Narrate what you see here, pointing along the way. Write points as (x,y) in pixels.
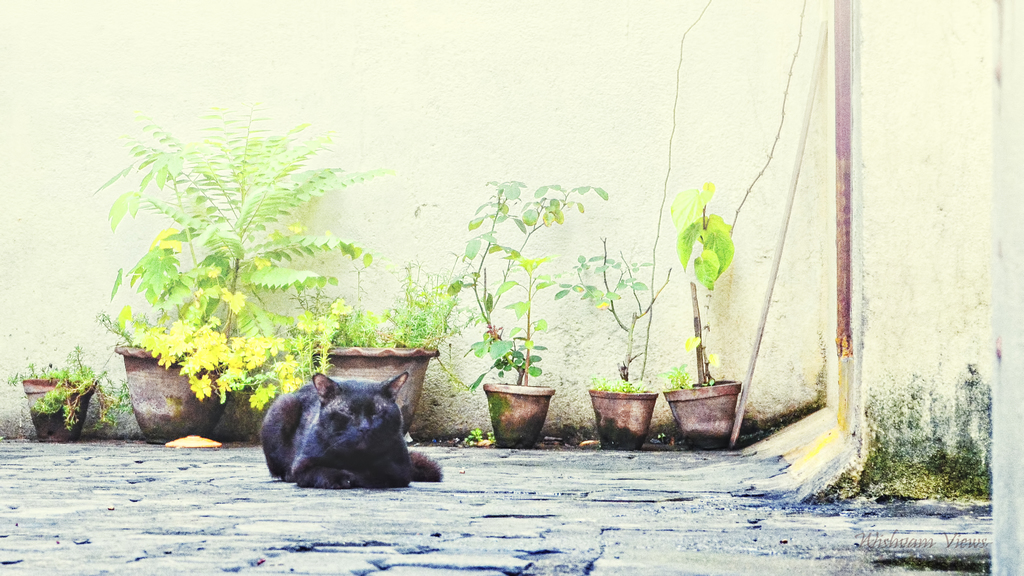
These are plants (529,284), this is wall (546,141) and a cat (334,436).
